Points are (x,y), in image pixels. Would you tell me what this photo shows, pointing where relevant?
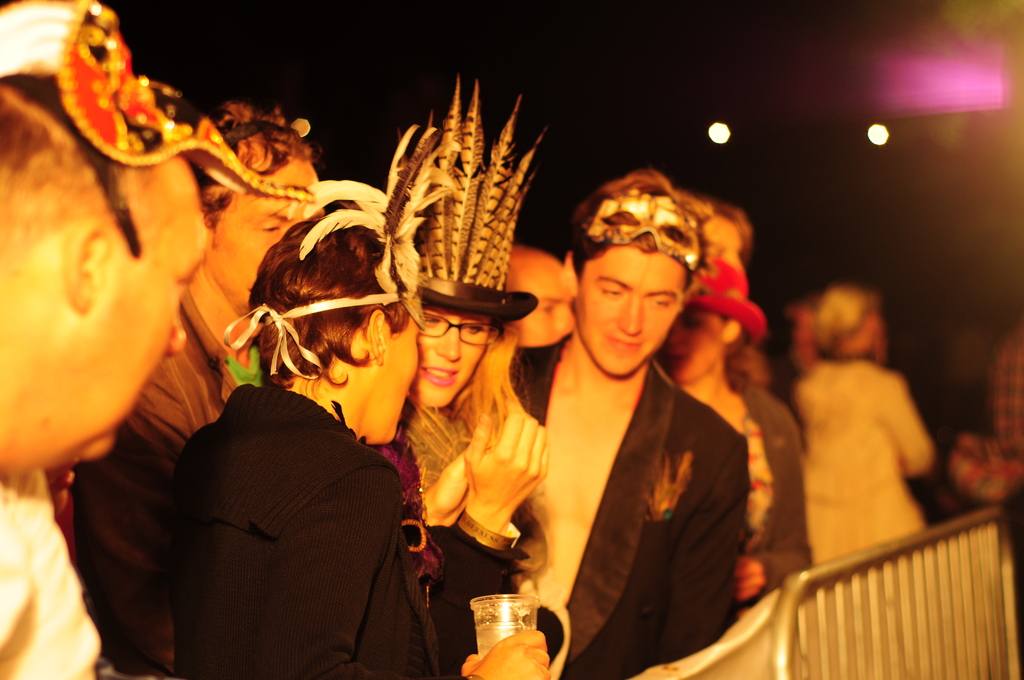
In this picture we can see there are groups of people (564,384) with the masks (123,223) and in front of the people (480,436) there is a barrier (903,567). Behind the people (396,253) there is a dark background (568,94) and lights (910,102).
